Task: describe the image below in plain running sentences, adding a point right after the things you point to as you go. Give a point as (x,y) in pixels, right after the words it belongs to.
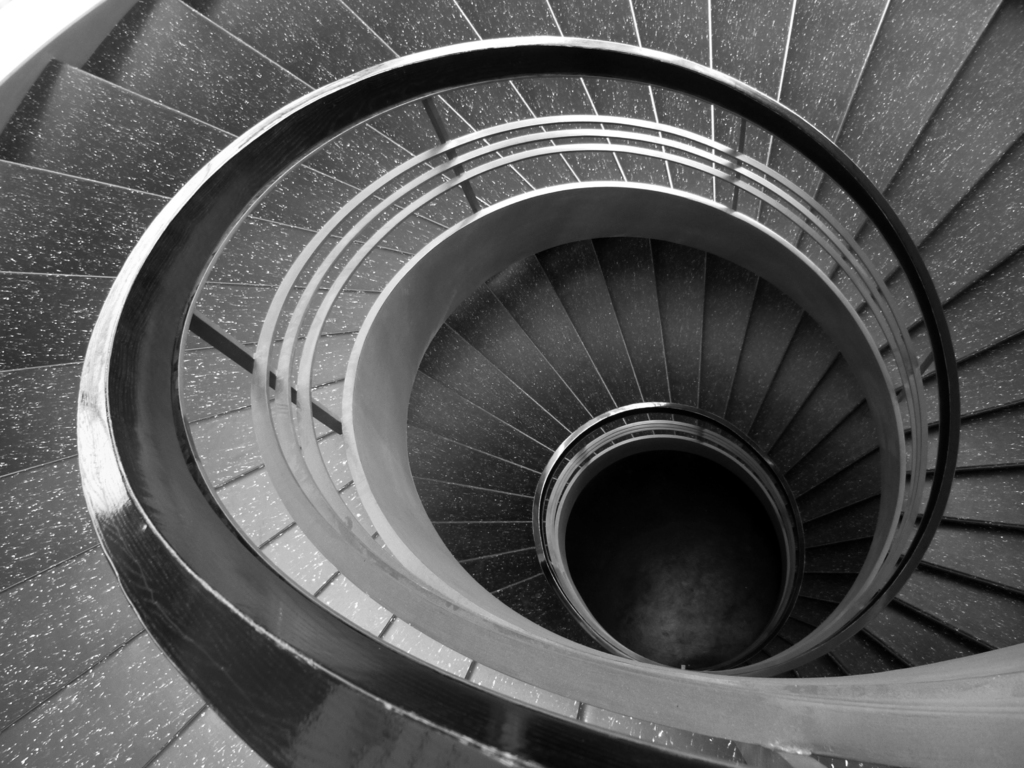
In this image we can see staircase (445,332) with railing (193,619).
